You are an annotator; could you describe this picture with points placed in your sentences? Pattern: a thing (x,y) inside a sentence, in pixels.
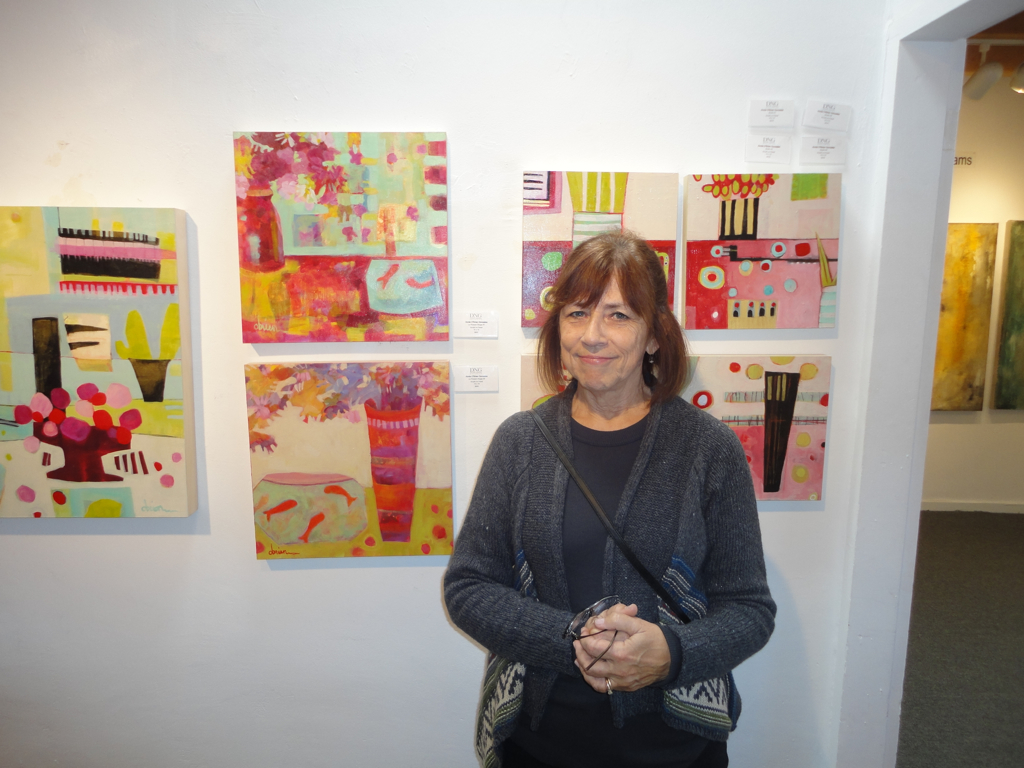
In the picture I can see a woman (585,568) is standing and smiling. In the background (413,420) I can see boards (445,420) attached to a white color wall (480,435). On this boards (733,419) I can see painting (421,476) of flower pots (376,480) and some other objects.
